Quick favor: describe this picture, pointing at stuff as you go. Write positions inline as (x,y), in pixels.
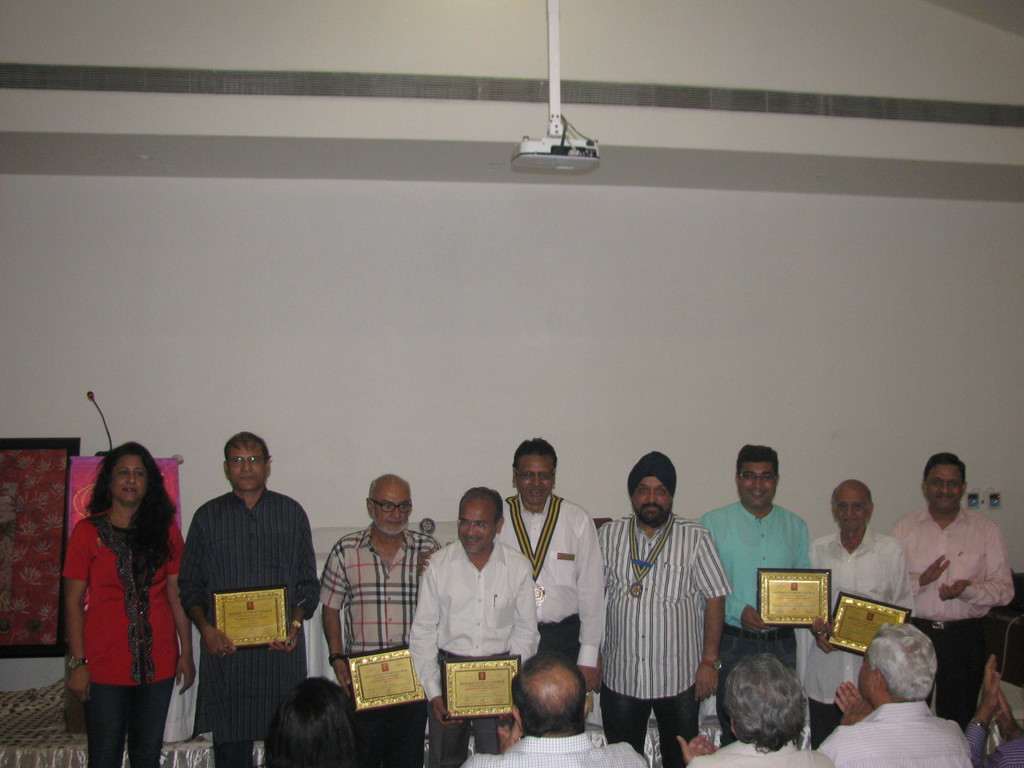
In this picture we can see few people (646,665) are standing and holding frames (484,673), in front (722,754) we can see few people (739,743), behind we can see board (47,456) to the wall (69,395).
